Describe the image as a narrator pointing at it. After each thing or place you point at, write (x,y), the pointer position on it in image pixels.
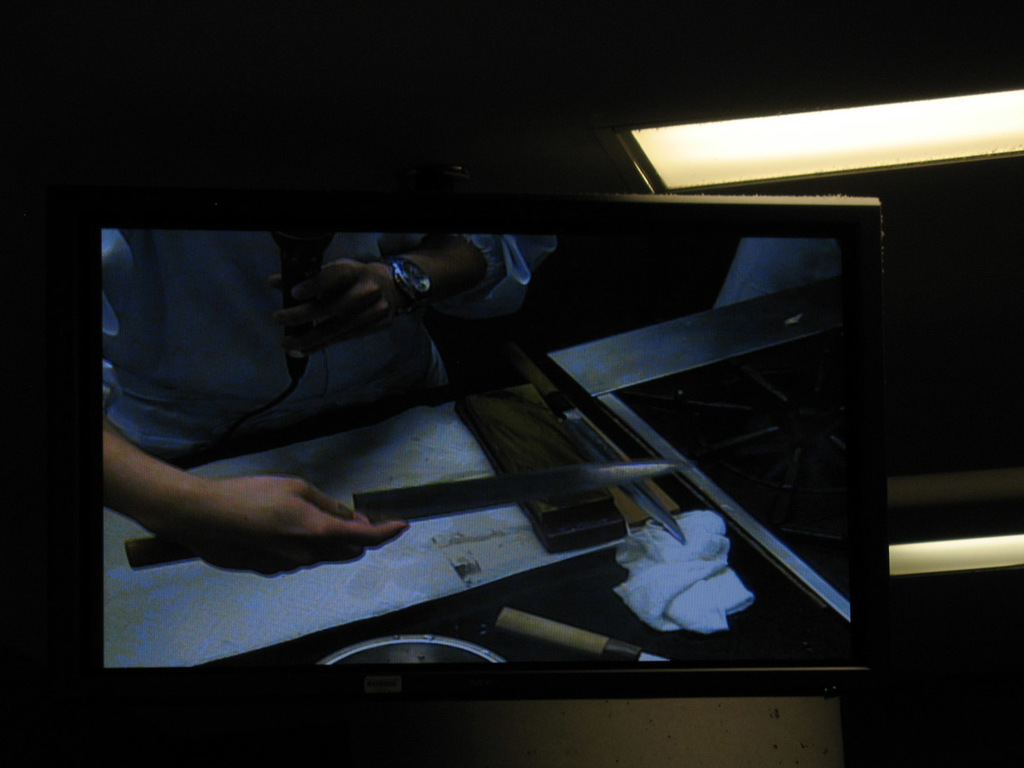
The picture is taken in a room (940,737). The picture consists of a television (449,657), in the television (217,406) that is, a person (242,484) holding knife (414,507), in the television (501,507) there is a table (600,595) and stove (810,464). On the table (586,587) there are knives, cloth (651,590) and other kitchen utensils (416,654). On the right (806,155), there are lights (697,165). On the left (72,16) on the top (373,85), it is dark.
